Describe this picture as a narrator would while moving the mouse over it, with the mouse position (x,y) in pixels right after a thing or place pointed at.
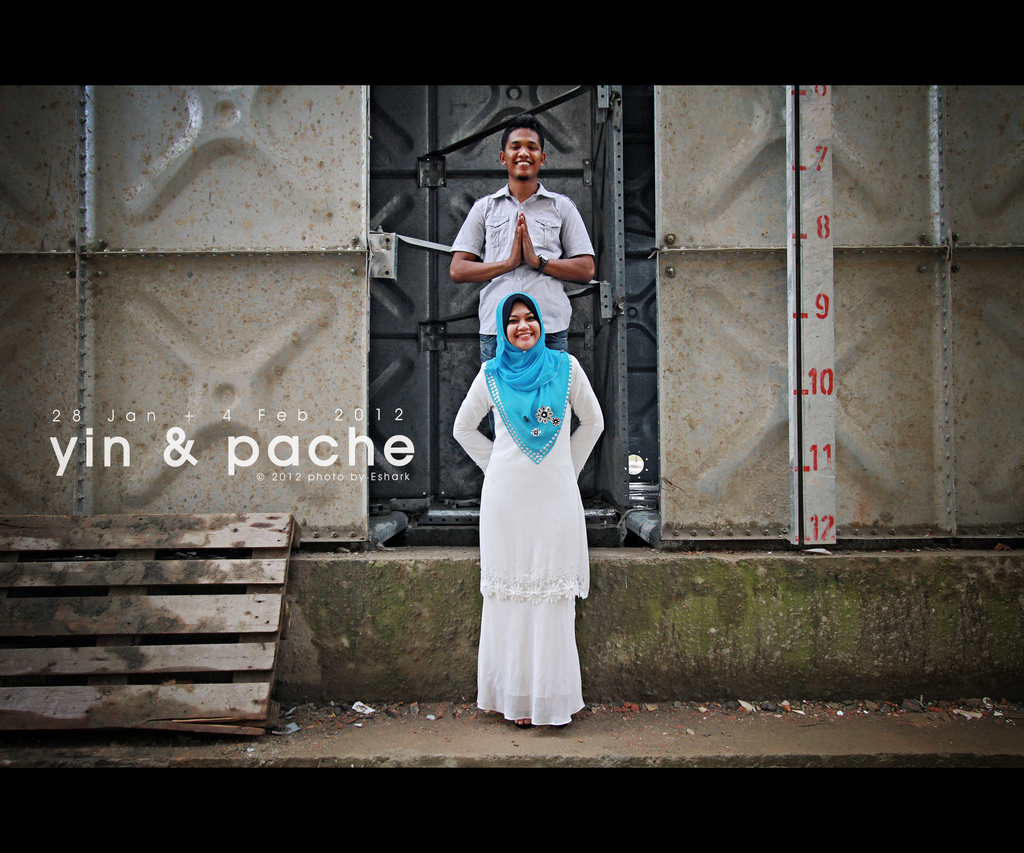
In this picture there is a woman (564,671) who is a wearing scarf (498,388) and white dress (521,570). Behind her there is a man (531,218) who is wearing shirt (524,278), trouser (552,348) and watch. Both of them are smiling. Behind them there is a door (582,339) and the steel partition (857,332). In the bottom left corner (132,603) I can see the wooden pallet (146,666). On the left (219,446) I can see the watermark (219,463). On the bottom right (967,704) I can see some dust (984,712) and wastage (789,703). In the top right (823,109) there is a pole (806,149) on which we can see the numbers (812,378).
